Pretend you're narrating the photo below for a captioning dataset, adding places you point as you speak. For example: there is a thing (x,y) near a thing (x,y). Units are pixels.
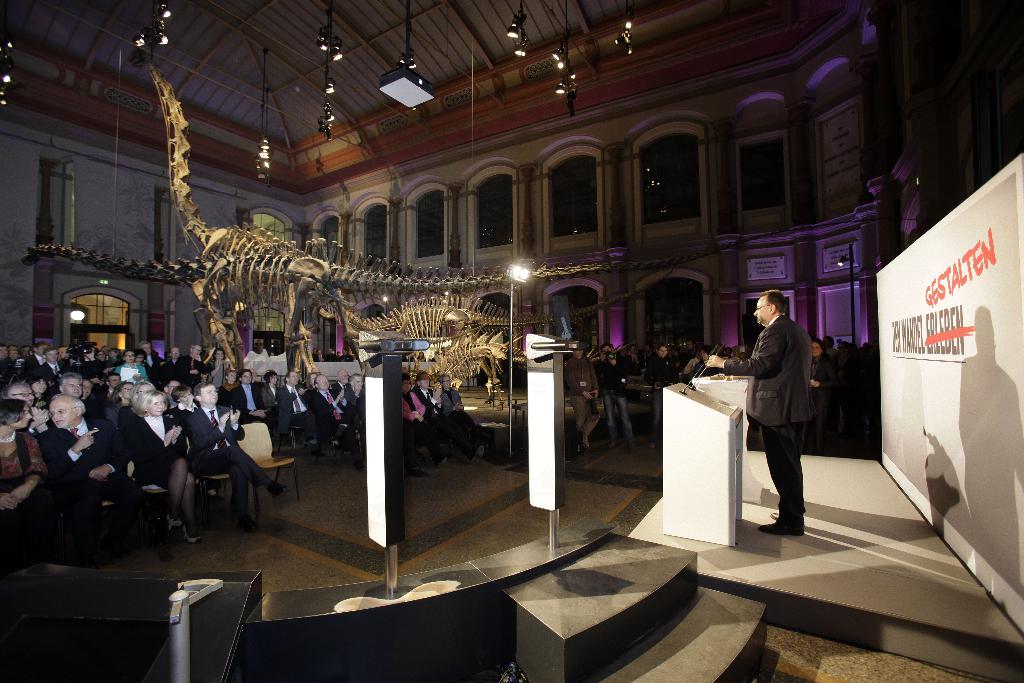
In the image we can see there are many people (296,383) around, they are wearing clothes (231,390), they are sitting and some of them are standing. Here we can see a podium (689,480), microphones (698,373) and a poster (960,361). There are even many lights (523,268) and there is a bone sculpture (259,282) of a dinosaur (265,265). Here we can see windows (558,207), door (122,328) and footpath (440,508).
